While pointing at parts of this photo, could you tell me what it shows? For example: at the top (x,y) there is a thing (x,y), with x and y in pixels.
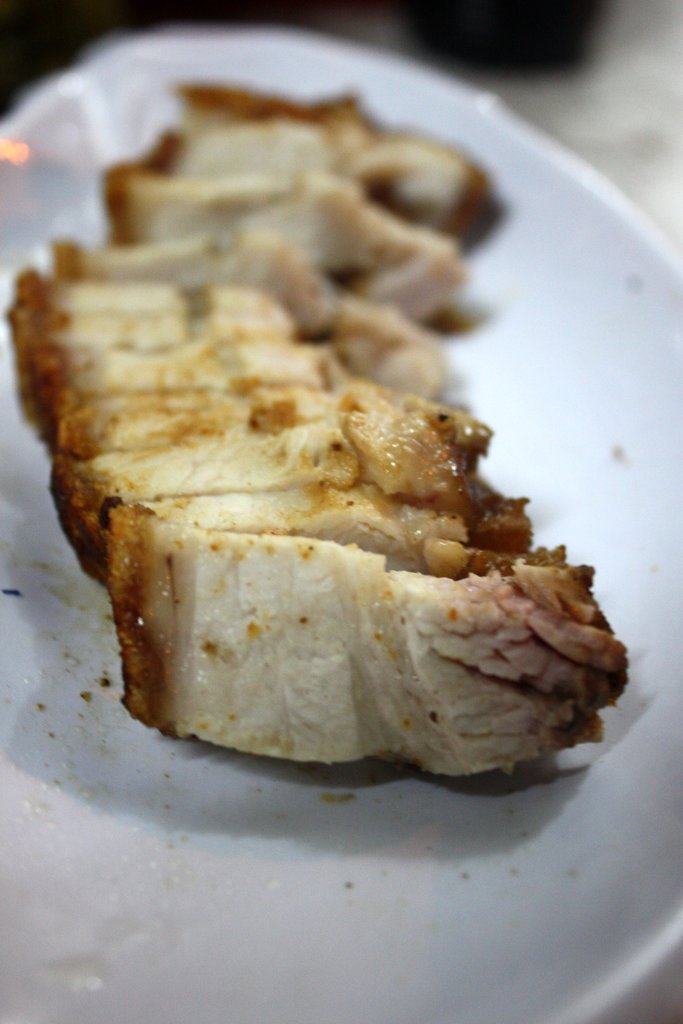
In this image, there is a plate (534,291) contains some food (317,514).
